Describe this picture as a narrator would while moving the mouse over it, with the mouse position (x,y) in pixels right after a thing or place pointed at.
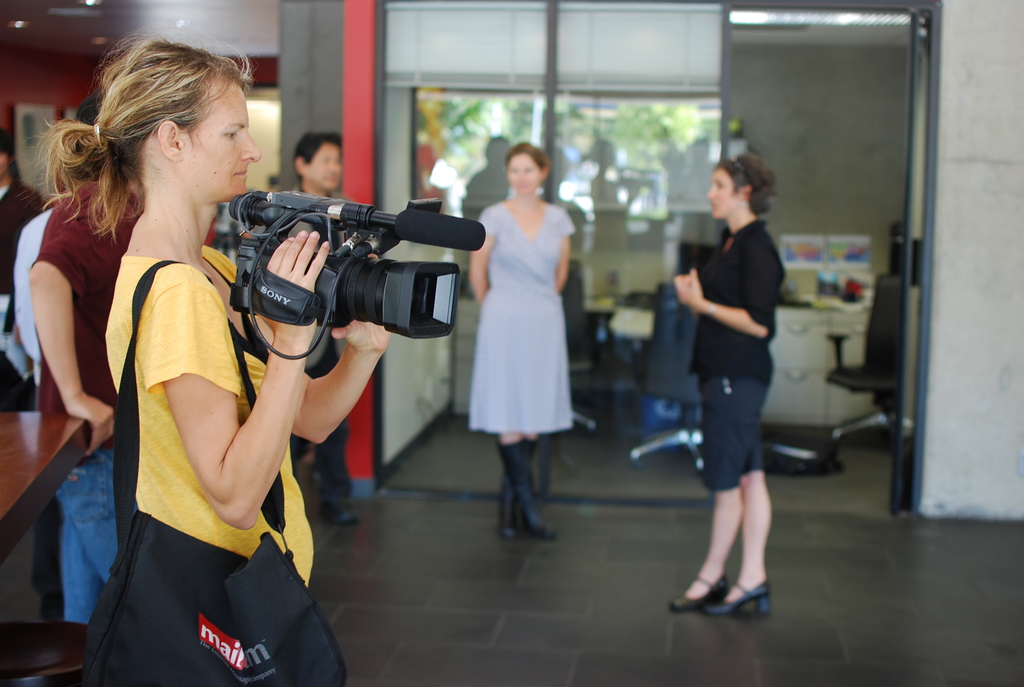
In this picture there is a woman (236,452) holding a camera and wearing a bag (202,559). There are few people (69,346) standing at the background (82,330). There is a desk (859,346), chair (880,336) and a tree (657,142) at the background (658,159).
